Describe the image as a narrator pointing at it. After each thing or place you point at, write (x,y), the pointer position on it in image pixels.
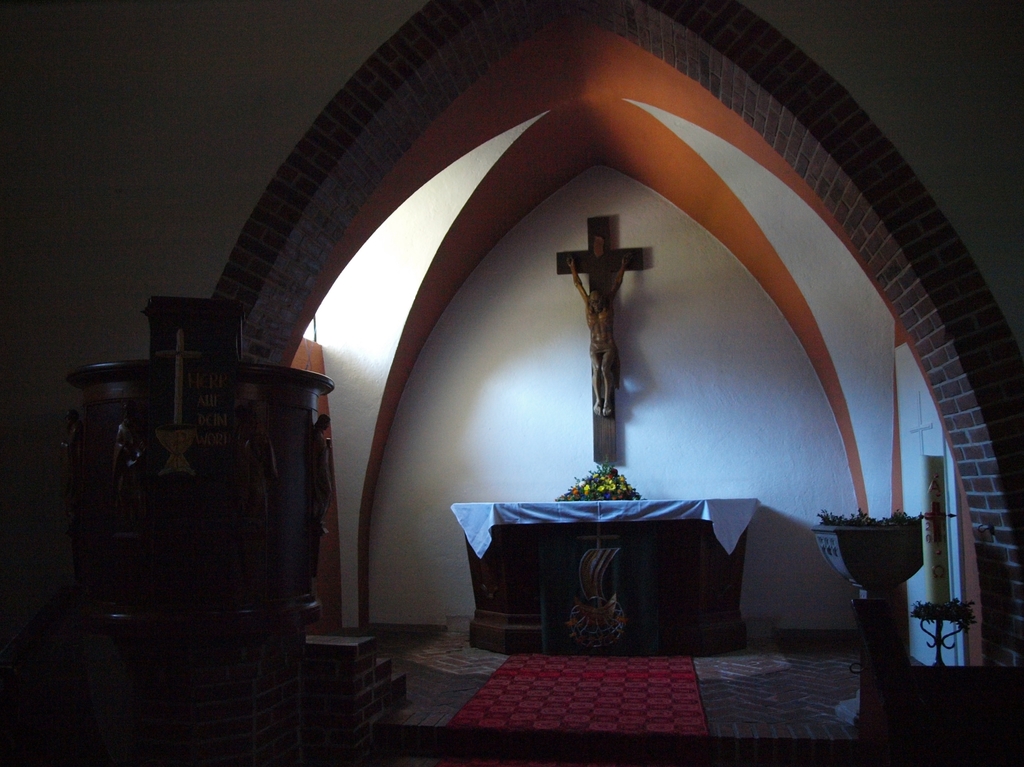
In this picture we can see a statue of a person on a cross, in front of this statue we can see flowers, cloth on a platform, where we can see some objects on the floor (470,647) and we can see a wall (485,429) in the background (433,391).
